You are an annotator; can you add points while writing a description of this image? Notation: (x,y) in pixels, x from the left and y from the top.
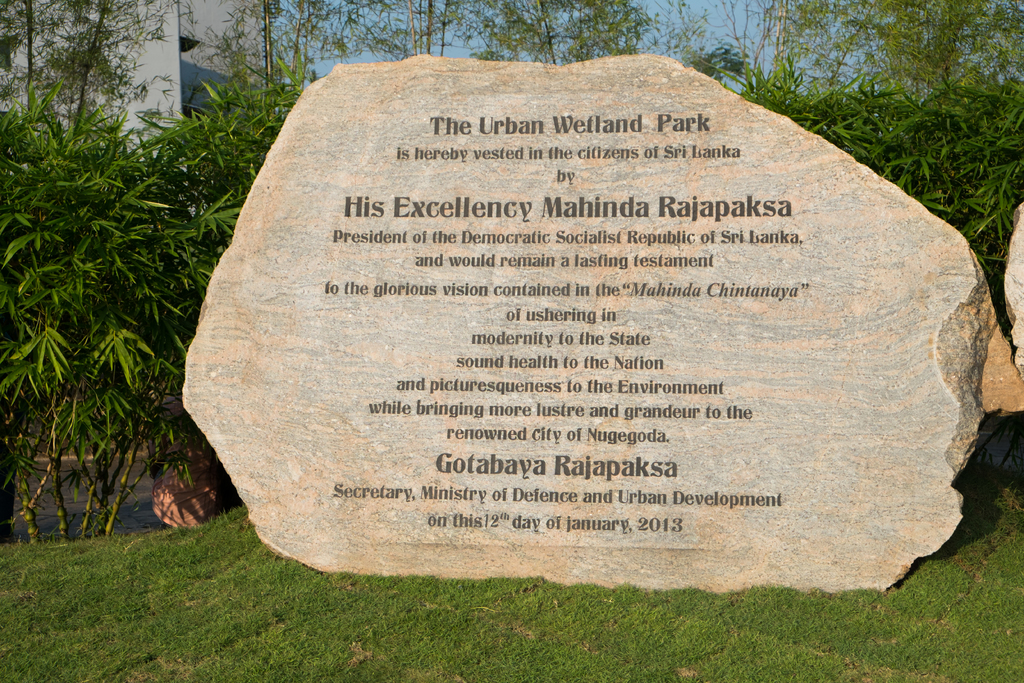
As we can see in the image there is grass (454,608), trees (152,257), rock (372,275) and building (223,64).
